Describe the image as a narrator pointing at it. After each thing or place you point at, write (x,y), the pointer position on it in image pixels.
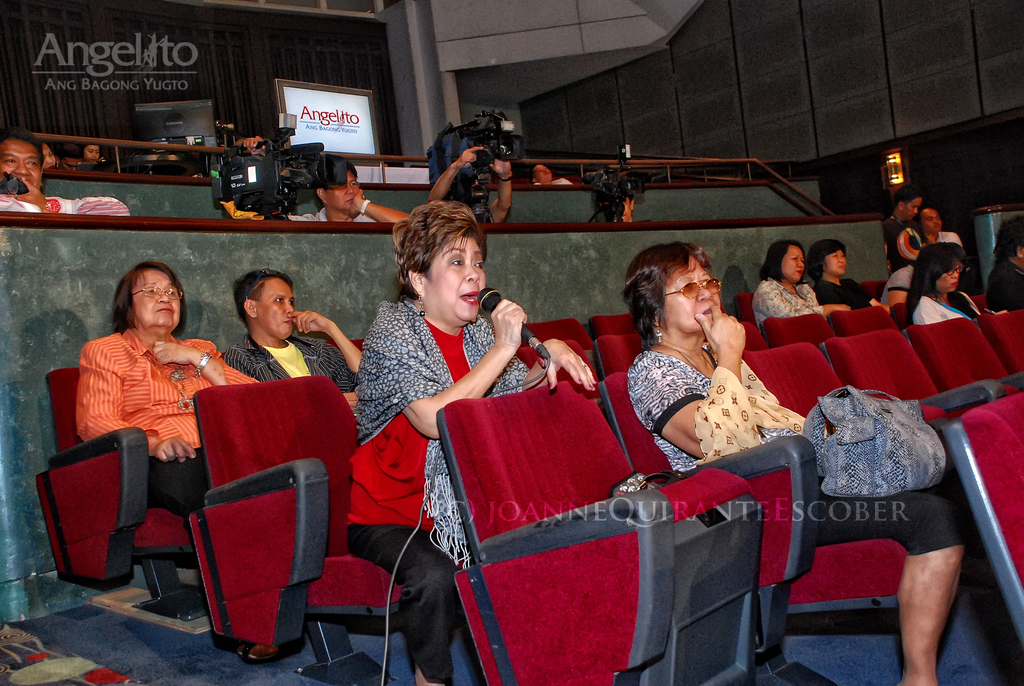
In this picture there is a women (422,342) who is wearing red t-shirt (421,463) and holding a mic (483,301). Beside her we can see another woman (719,432) who is holding the bag (849,483). Back side of her we can see two person (272,373) sitting on the chair (101,521). Behind them we can see the cameraman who is holding the cameras (593,183). On the right (824,287) there is a group of persons (869,297). At the top (351,131) we can see the banners (312,107) near to the wall (363,83).
